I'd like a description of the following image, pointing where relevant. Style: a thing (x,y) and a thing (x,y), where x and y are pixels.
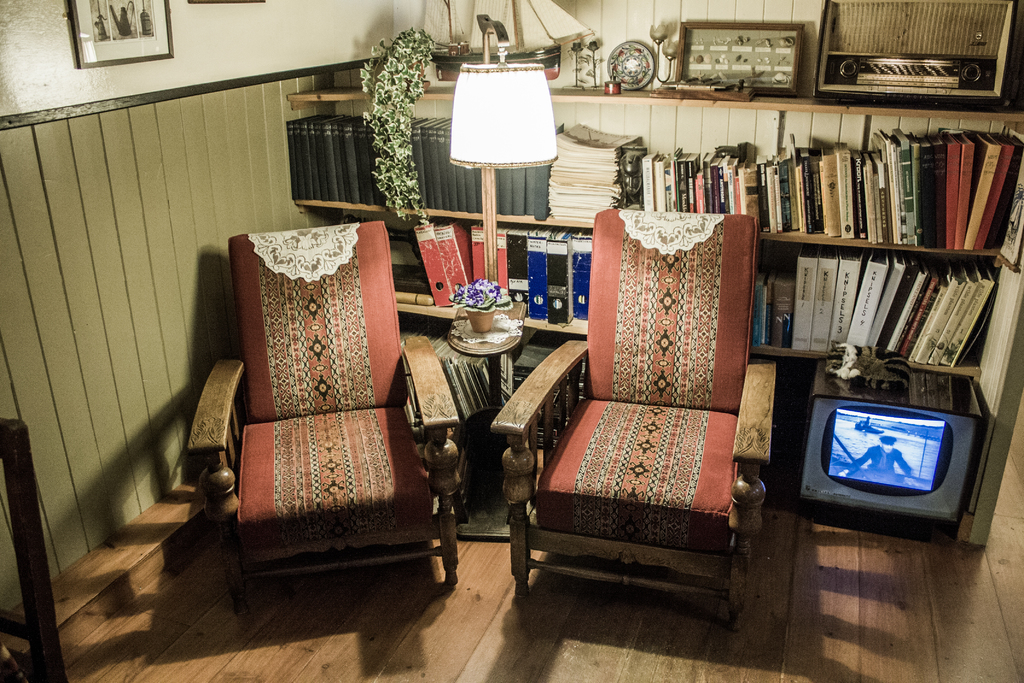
In the image we can see there are chairs (509,491) kept on the floor (926,671) and there is a tv (898,448) kept on the floor (929,573). There is a table lamp (492,180) kept on the table (494,364) and there are flowers (480,293) kept in the vase (485,329). Behind there are books (473,251) kept in the racks (352,158) and there are photo frames (145,33) on the wall (323,58).
